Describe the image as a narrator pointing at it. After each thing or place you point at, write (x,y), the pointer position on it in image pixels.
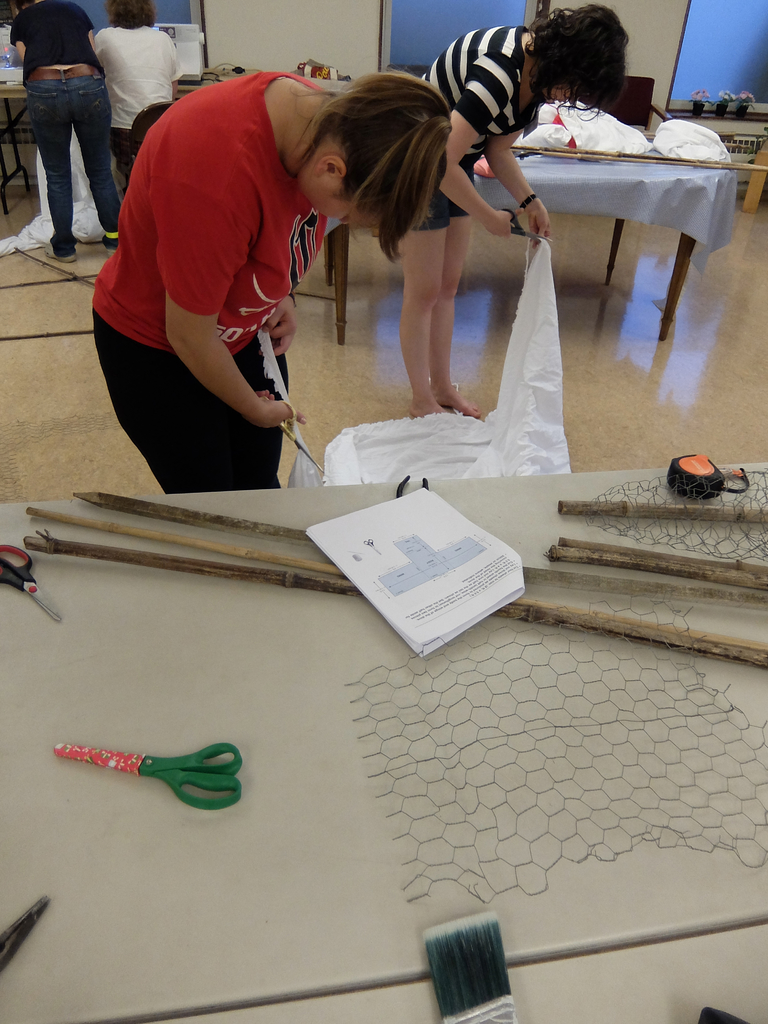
In this image I can see four persons (130,225) are standing on the floor (303,388) in front of a table (205,690) on which I can see scissors (232,780), brushes (449,1005), wooden sticks (617,509) and are holding scissors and clothes (534,400) in their hand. In the background (570,121) I can see a table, wall (292,15), screen (438,44), house plants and some objects (688,140). This image is taken may be in a hall (755,421).
